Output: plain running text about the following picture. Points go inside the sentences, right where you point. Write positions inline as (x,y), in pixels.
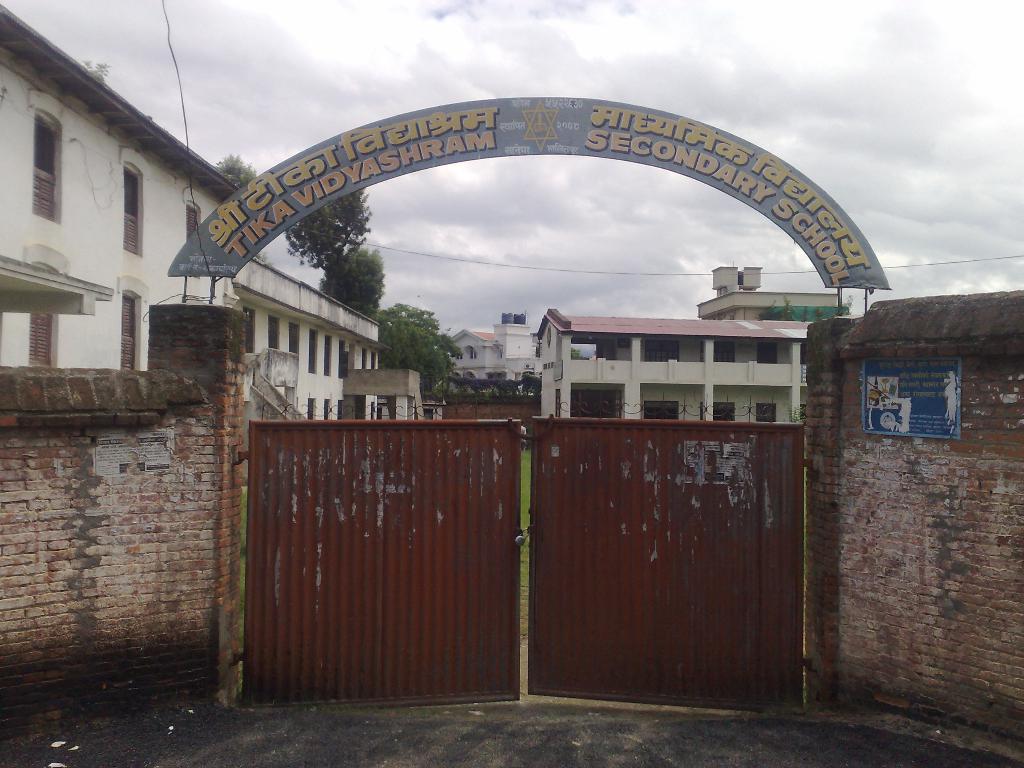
In this image I can see a metal gate (530,594) and a arch (235,207) to the wall (923,499). On the board (357,177) of arch (336,175) there is a name (780,217) called secondary school is written. In the back (645,327) there is a building (551,322) with red color roof (551,322) can be seen. I can see few trees (351,224) and the cloudy sky (527,78).
